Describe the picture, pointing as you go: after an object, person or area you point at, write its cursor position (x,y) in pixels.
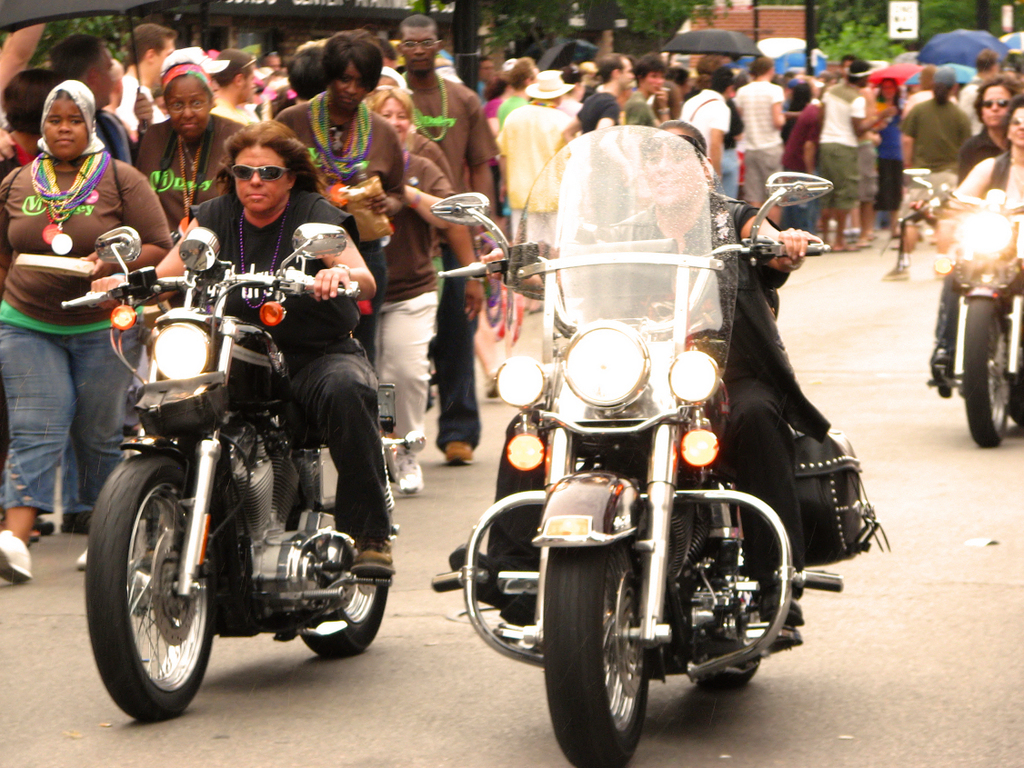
There are three people (760,365) riding motorbikes (695,441). here are group of people (396,102) walking and few are standing. Few people (701,77) are holding umbrellas (917,83). At background (565,21) I can see building (447,14) and trees (668,17).
